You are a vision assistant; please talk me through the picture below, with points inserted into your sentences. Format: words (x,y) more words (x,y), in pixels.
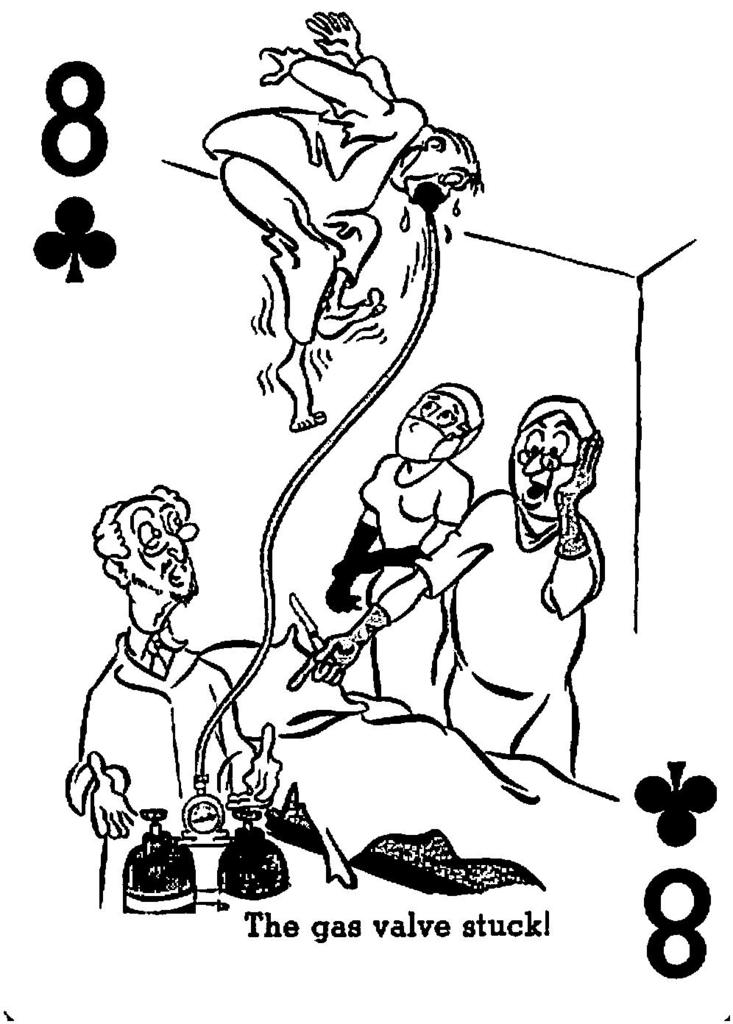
In the image there is art of few persons (124,655) standing around bed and the patient (367,251) in the air.
